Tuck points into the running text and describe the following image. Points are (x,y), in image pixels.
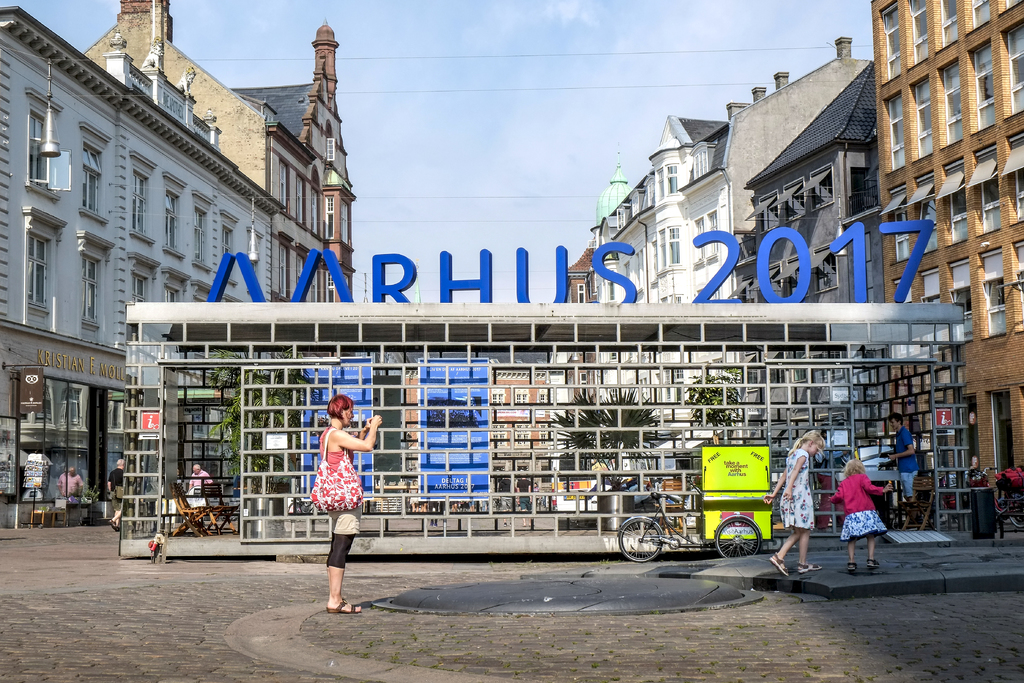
In this image I can see few buildings (758,227), windows (959,215), plants (701,423), chairs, few vehicles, stores (382,487), few people (343,551), one person (332,412) is holding something and few objects (32,400) around. The sky (547,99) is in blue and white color.
